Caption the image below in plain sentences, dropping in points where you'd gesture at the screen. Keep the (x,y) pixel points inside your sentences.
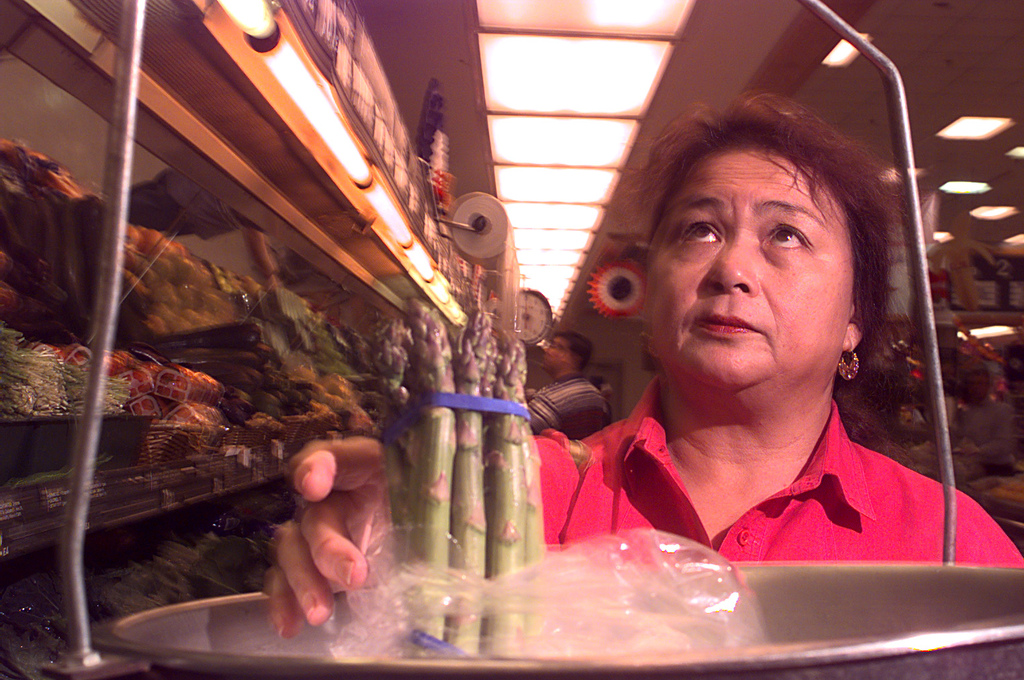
In this image there are few people (715,476) in the shop (468,600), an item (516,630) in the weighing machine (405,657), few items (224,401) in the shelves (364,309) and some lights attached to the roof (533,179).
